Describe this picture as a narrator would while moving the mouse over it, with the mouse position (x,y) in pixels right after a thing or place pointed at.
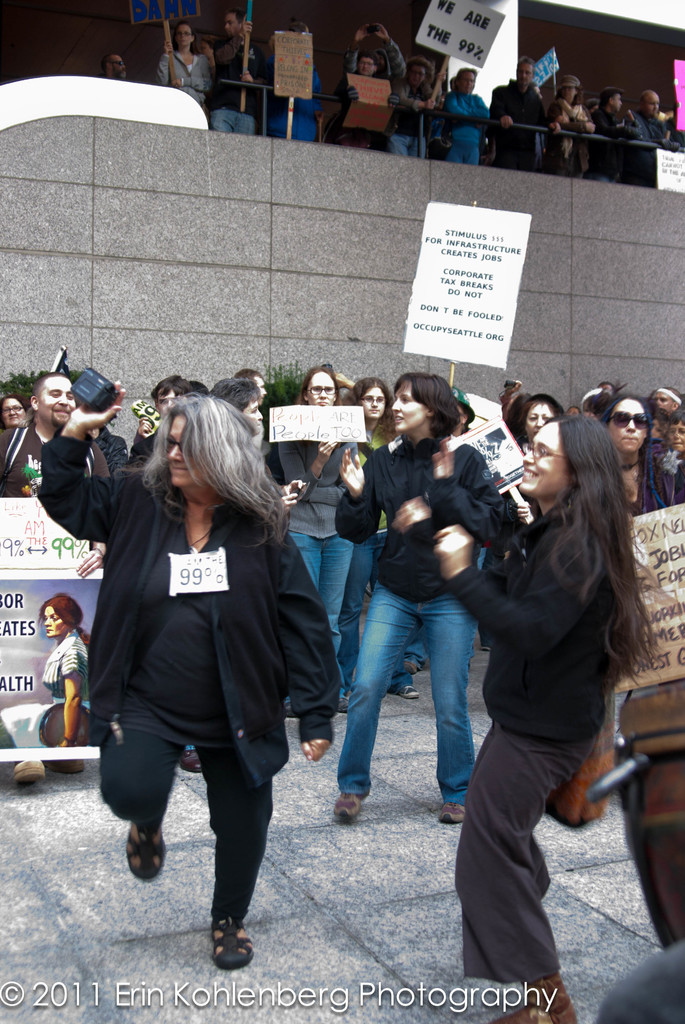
In this picture we can see some people (472,545) standing here, some of them are holding placards (456,218), there is a board (62,663) here, at the left bottom (217,990) we can see some text (400,1009), there is a wall (289,285) here.
